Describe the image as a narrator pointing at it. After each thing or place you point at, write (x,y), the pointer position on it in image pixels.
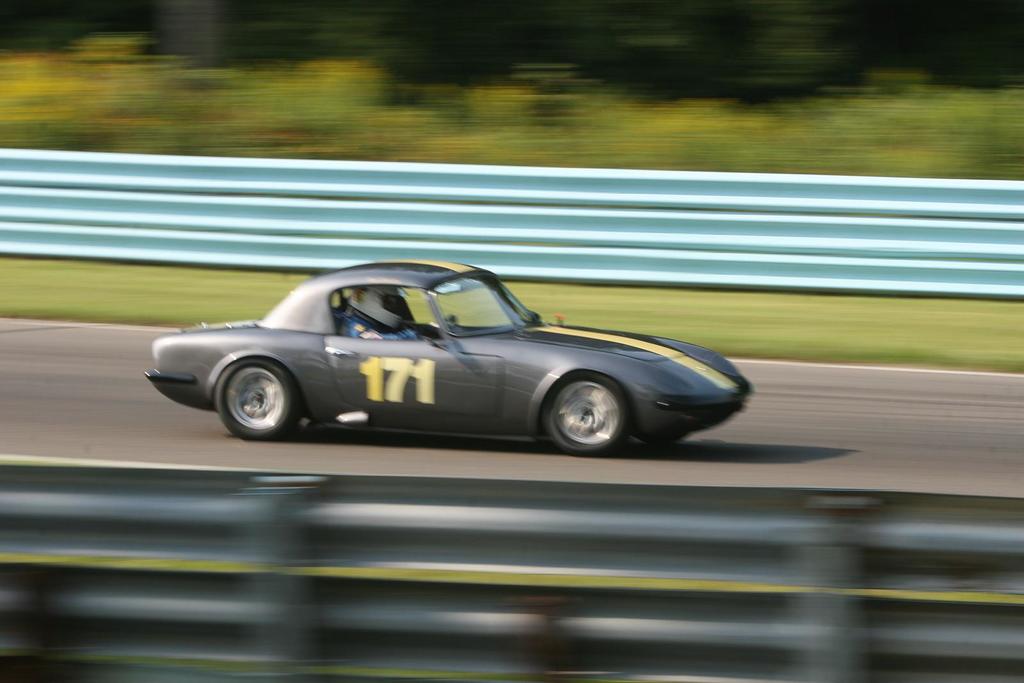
In this image on a road (158,414) a car (512,398) is moving inside it a person (370,330) is sitting wearing helmet (375,306). In the both side of the road (73,415) there is barricade (510,220). In the background (101,101) there are trees (952,58).
